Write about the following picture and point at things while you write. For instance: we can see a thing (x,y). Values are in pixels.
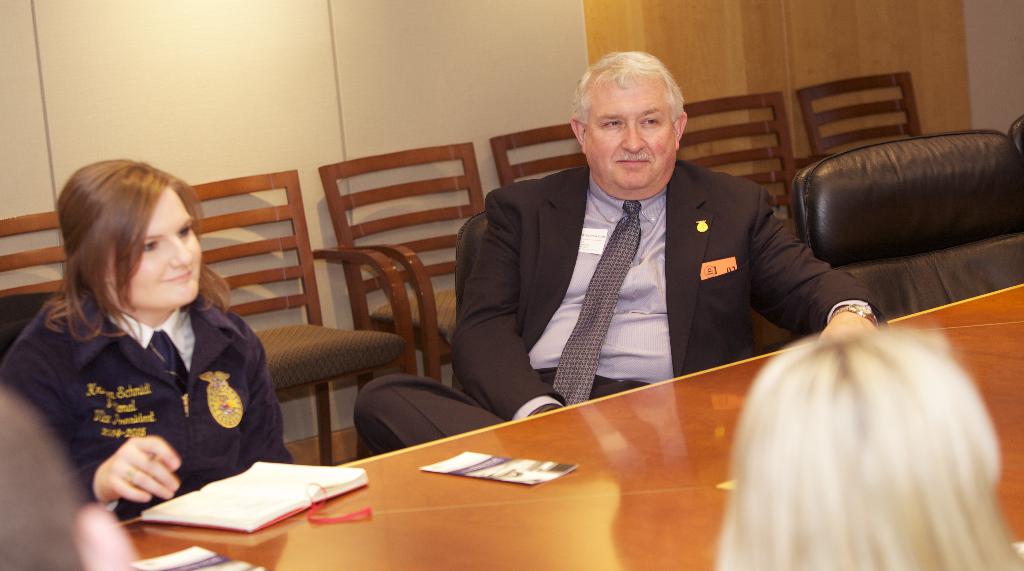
There are two people (474,325) sitting on chairs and we can see persons heads (885,471). We can see book (274,483) and papers (148,570) on the table (469,494) and we can see chairs (924,281), behind these chairs (960,208) we can see wall (456,37).
